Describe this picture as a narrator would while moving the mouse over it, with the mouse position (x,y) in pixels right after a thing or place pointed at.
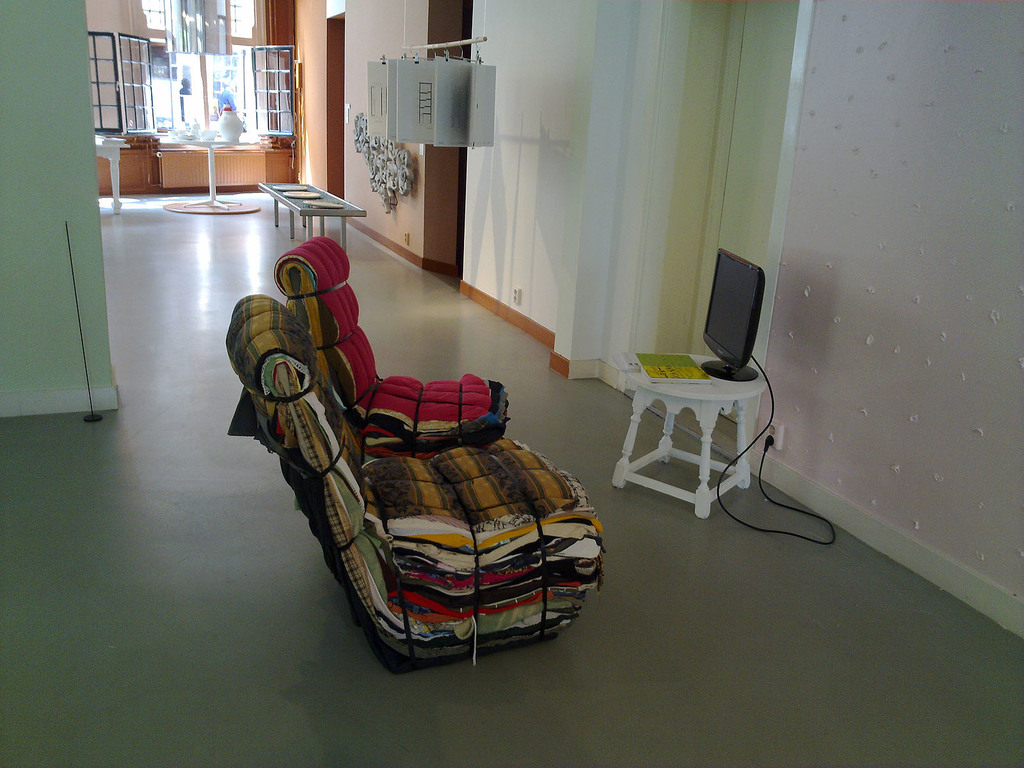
In this picture we can see chairs (468,456), tables (696,459), book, television (742,378), bench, windows (275,135), vase (231,125), and objects (338,204). Here we can see floor (723,669) and walls (42,80).
